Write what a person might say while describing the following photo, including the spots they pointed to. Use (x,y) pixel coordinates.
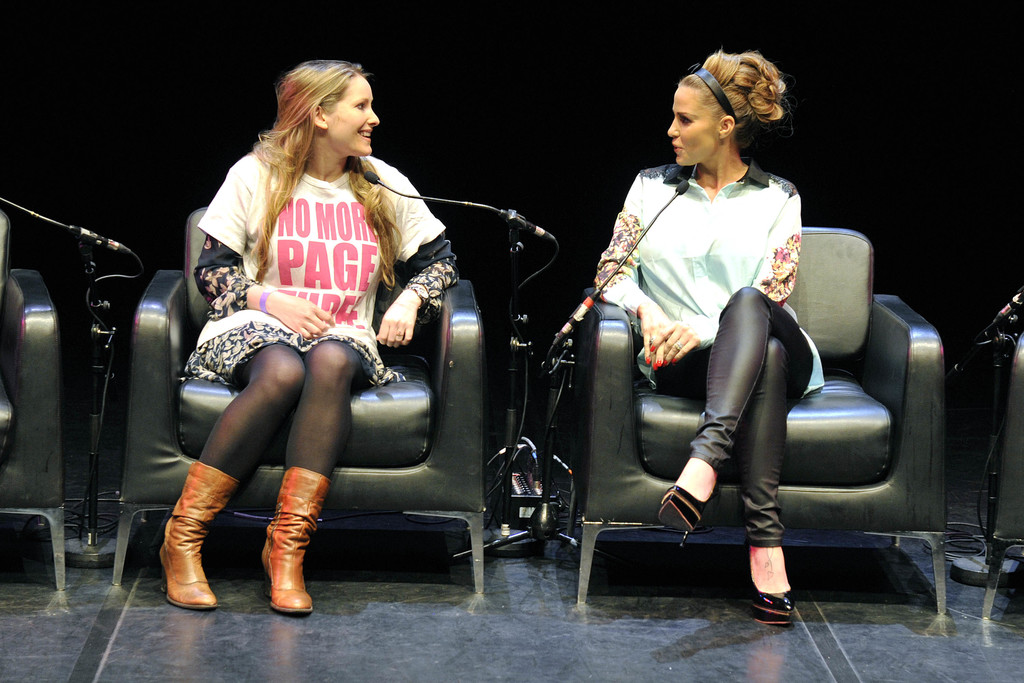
In this image, we can see people (307,303) sitting on the chairs (171,395) and we can see mics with stands (992,473) and there are some other chairs (998,504). At the bottom (343,620), there is a floor (316,613).
